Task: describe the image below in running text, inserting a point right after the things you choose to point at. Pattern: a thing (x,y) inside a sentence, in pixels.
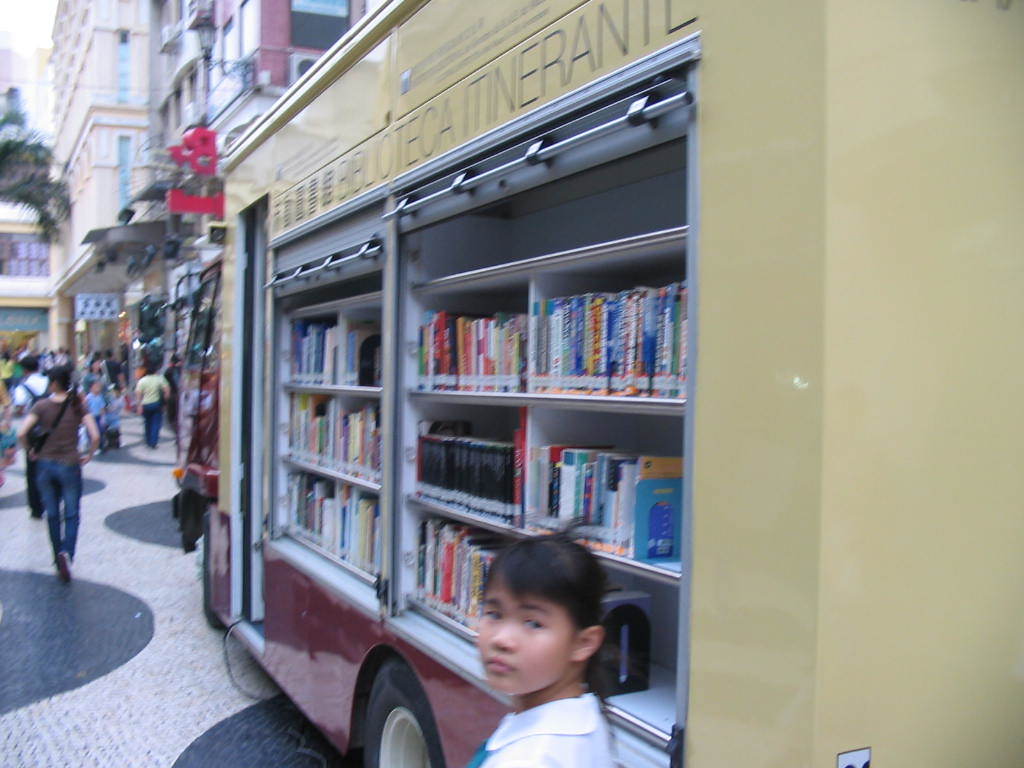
In this image there are a few books (427,357) arranged in a vehicle (279,389), in front of the vehicle (399,188) there are a few people (98,432) walking on the road (107,513), beside the vehicle (481,723) there is a girl (542,735) standing. In the background (77,143) there are buildings (98,184) and trees (55,199).
